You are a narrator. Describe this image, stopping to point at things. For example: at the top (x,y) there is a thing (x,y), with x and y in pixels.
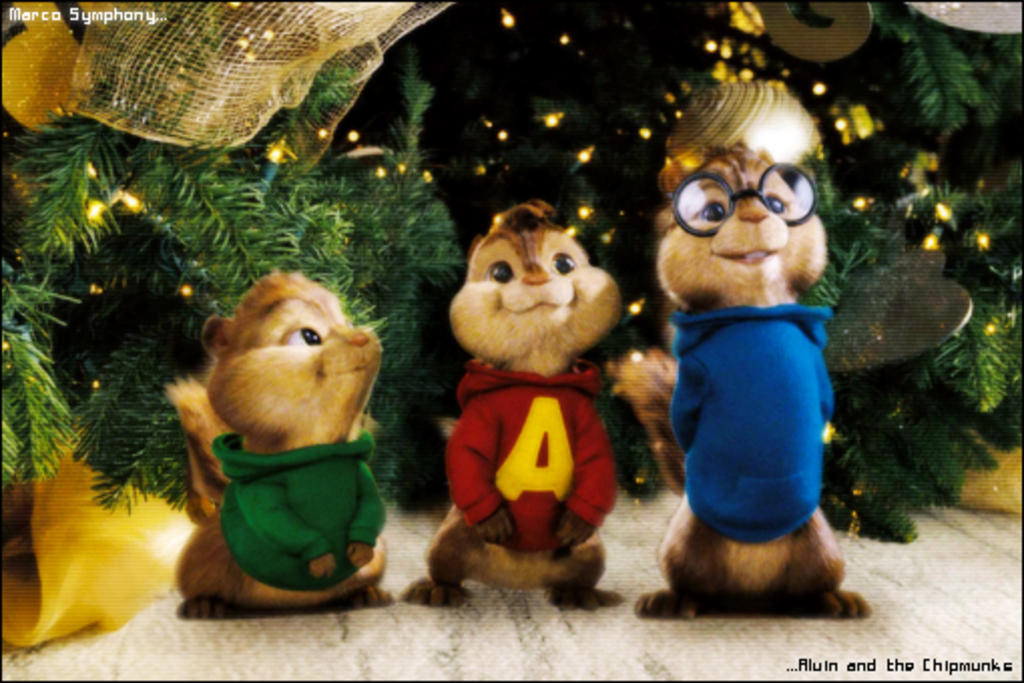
This is an animated picture. In the background (362,199) we can see the trees (413,192) decorated with lights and few objects (70,67). We can the squirrels (828,546) wearing colorful dresses (524,469). On the right (754,169) we can see a squirrel (800,182) wearing spectacle (688,226). In the top left (140,18) and in the bottom right corner of the picture (793,671) we can see there is something written.
